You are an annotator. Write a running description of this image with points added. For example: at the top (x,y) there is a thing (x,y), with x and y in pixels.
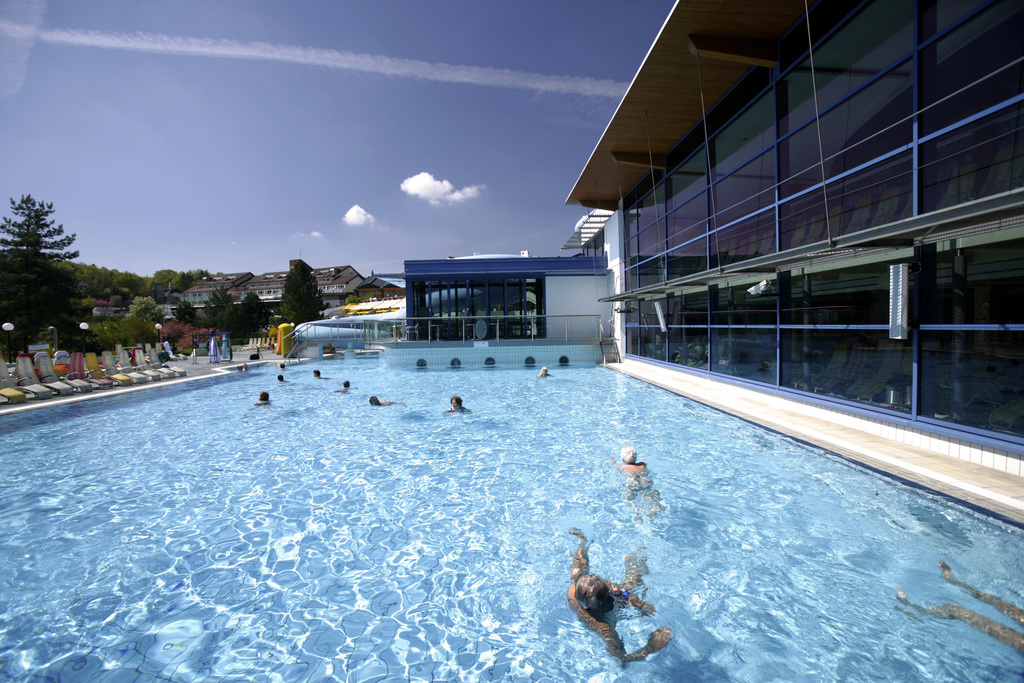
In this image I can see a water pool (520,547). I can see few persons (281,364) in the pool (513,450). In the background (560,321) I can see few buildings (234,295) and trees (177,322). On the right side (684,354) there is a building (726,283). At the top (141,41) I can see some clouds (152,49) in the sky (247,100).
